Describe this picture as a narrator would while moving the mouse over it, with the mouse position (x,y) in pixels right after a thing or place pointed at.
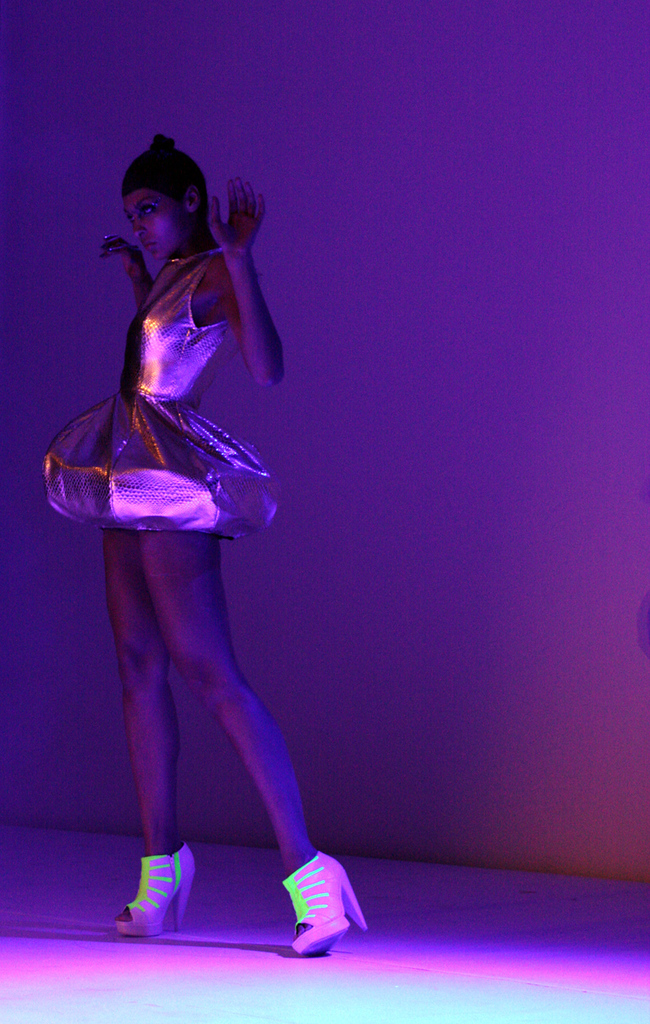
In the foreground of this image (154,553), there is a woman (182,522) standing in frock (179,482) and shoes (305,906) is on the surface (335,969). In the background (434,511), there is a pink and violet light (490,397) on the wall (312,172).
